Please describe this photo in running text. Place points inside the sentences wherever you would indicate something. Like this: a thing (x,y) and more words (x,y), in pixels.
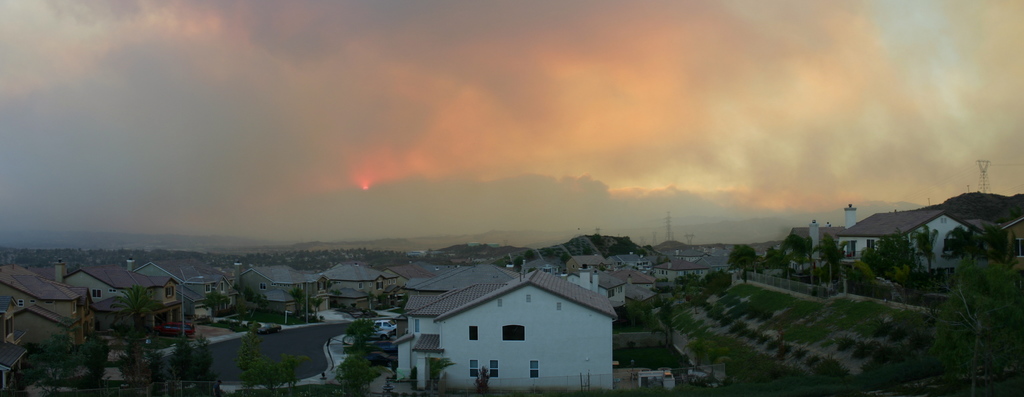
This is the aerial view image of a town (7,263) with many homes (494,315) and buildings (542,280) all over with road (313,337) and either side with trees (365,341) in front of the homes (561,307) and above its sky (637,158) with clouds (336,158).
